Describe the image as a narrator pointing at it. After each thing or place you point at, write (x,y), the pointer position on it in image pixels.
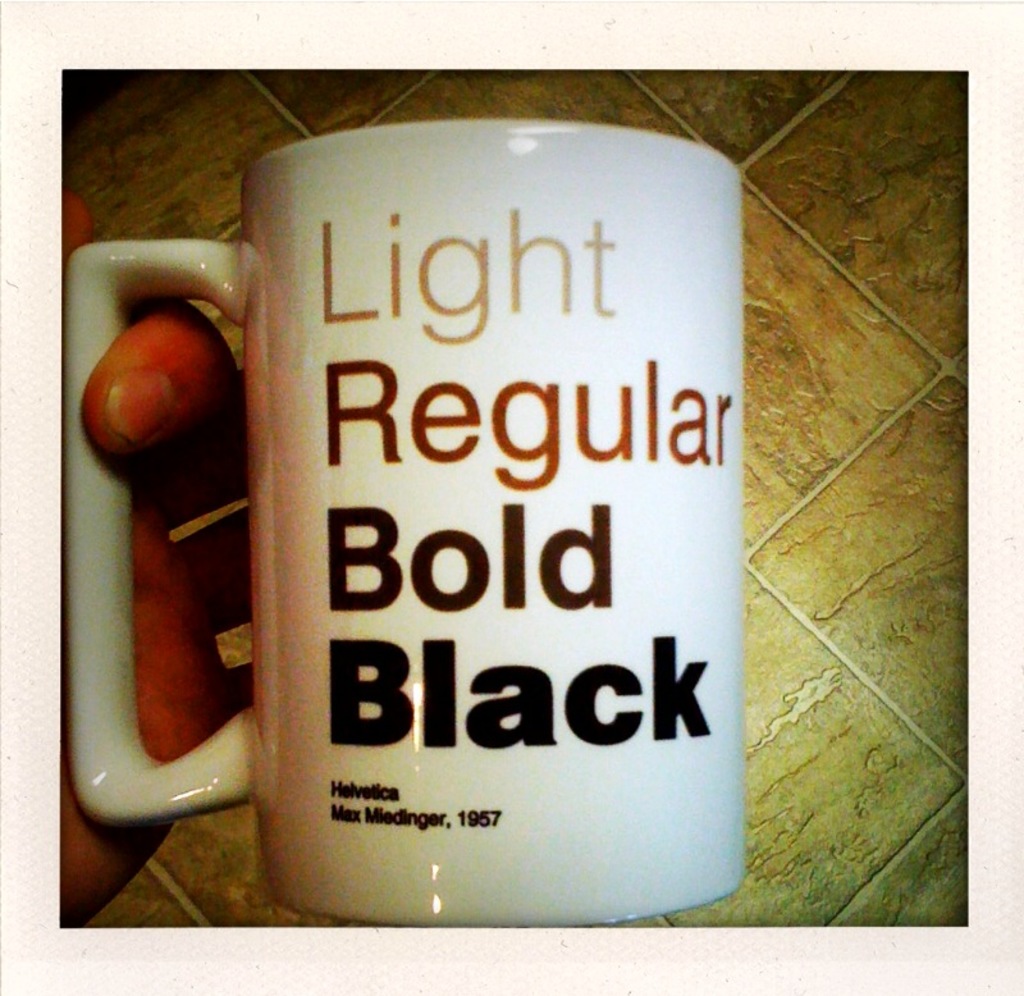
In this image a person (188,479) is holding a cup (408,349) with his hand (160,589). On the cup (483,548) there is some text (511,280). Background (215,853) there is floor (160,926).
